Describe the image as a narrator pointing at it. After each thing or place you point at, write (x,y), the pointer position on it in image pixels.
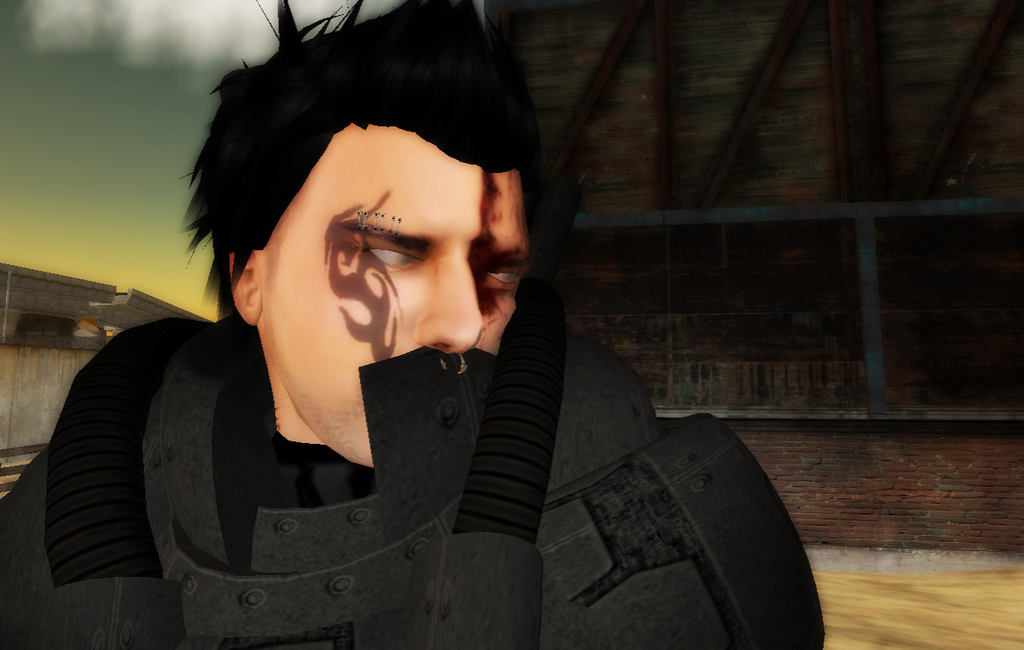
In this image, we can see an animated picture. Here we can see a person (348,391). Background (903,503) there is a brick wall (874,489) and few objects (751,349) are visible.
